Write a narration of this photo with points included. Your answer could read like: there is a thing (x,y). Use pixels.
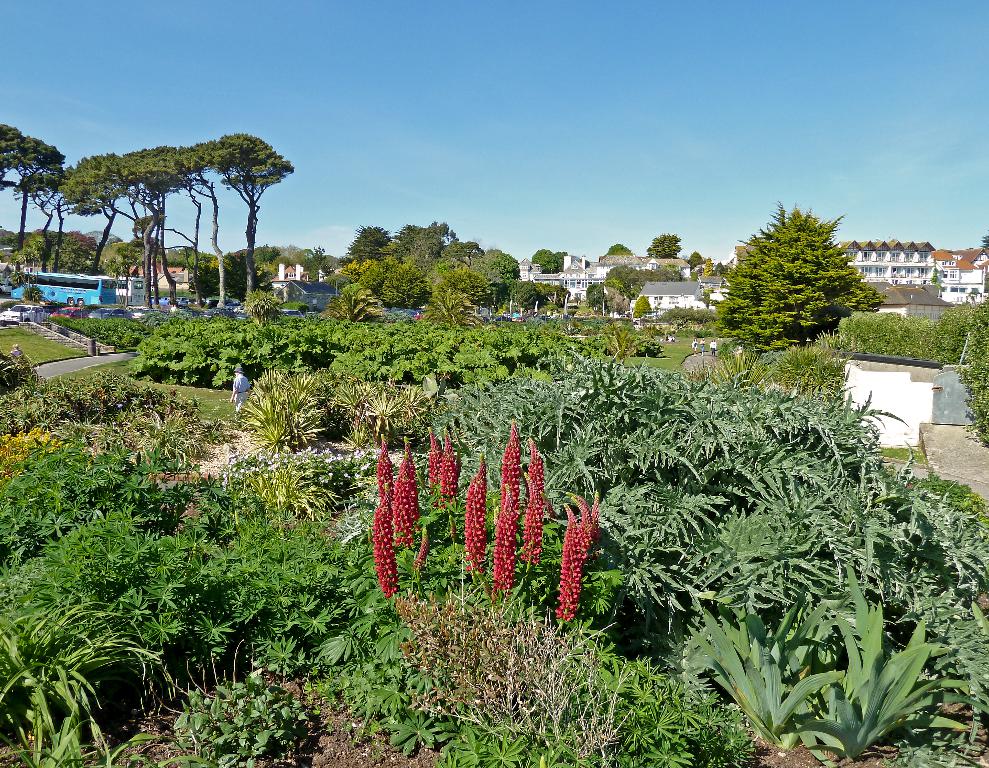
In this image I can see few trees (719,570) which are green in color, few flowers (375,538) which are red in color and in the background (404,291) I can see a person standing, the road (61,370), few vehicles (63,301), few buildings (328,290), few trees (861,308) and the sky (315,144).
